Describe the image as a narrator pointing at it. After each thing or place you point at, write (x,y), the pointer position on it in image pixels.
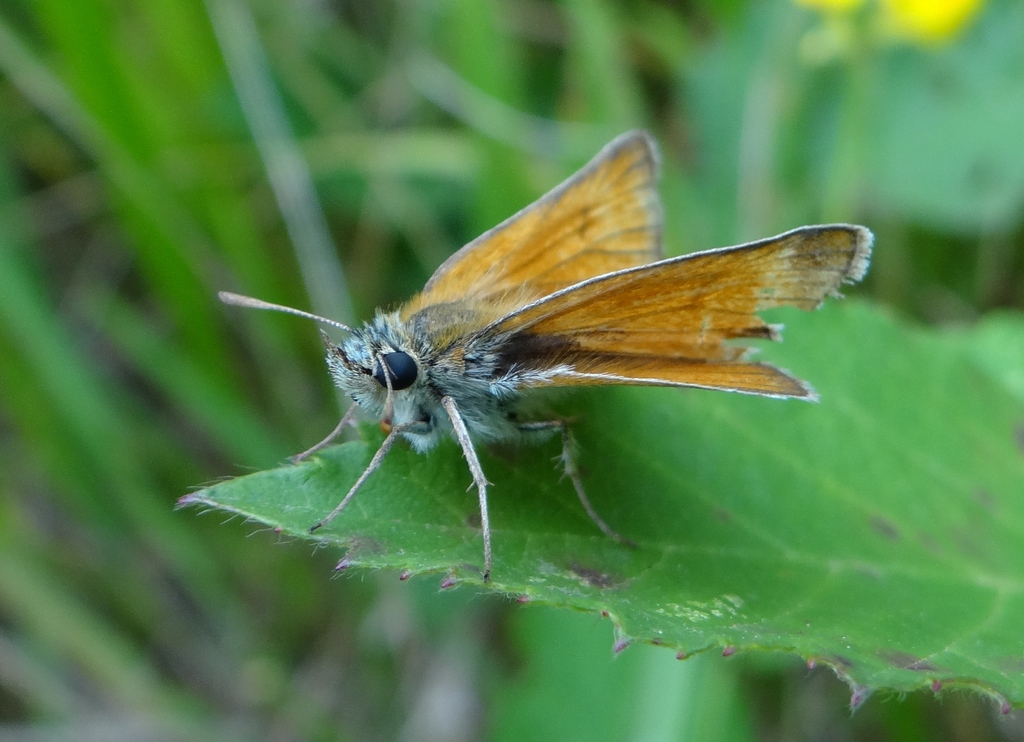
In the foreground of the picture (429,350) we can see an insect (421,366) on a leaf (692,513). In the background (480,142) there is greenery (444,655).
